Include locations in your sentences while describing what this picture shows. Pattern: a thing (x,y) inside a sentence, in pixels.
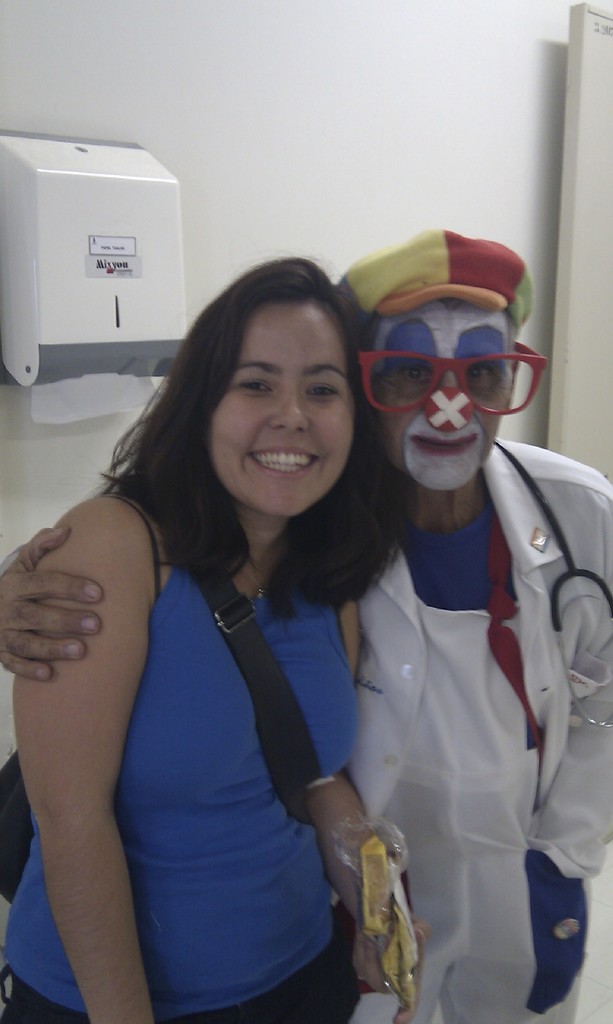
In this picture there is a girl (342,521) on the left side of the image (191,382) and there is a man (477,322) who is standing on the right side of the image (450,393), it seems to be a clown (454,348), there is a tissue holder (139,254) on the left side of the image (114,375).
